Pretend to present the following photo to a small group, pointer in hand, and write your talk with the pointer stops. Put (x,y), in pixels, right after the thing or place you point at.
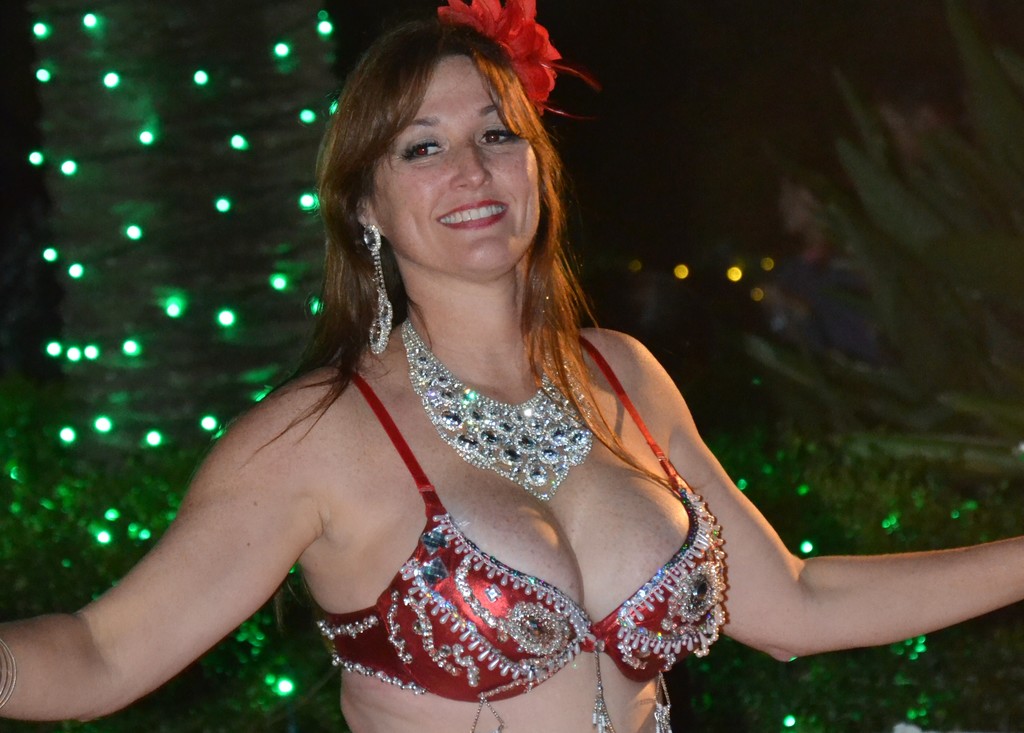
In the middle of the image (596,329) a woman (386,521) is standing and smiling. Behind her we can see some trees (191,220) and lights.
